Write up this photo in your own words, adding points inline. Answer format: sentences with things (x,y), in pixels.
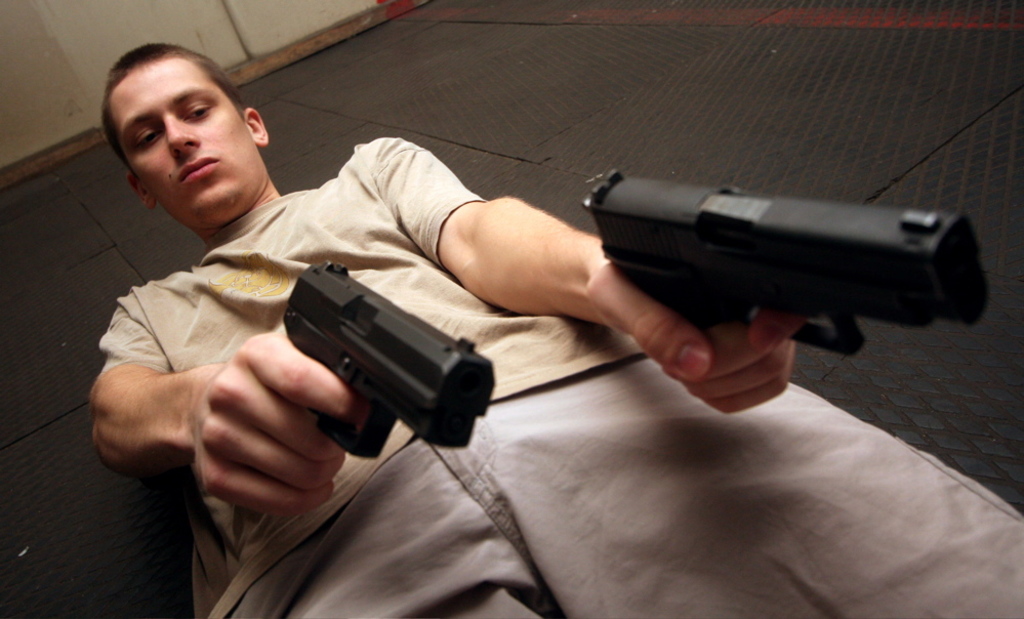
As we can see in the image there is a wall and a person (409,537) holding pistols (380,341).
